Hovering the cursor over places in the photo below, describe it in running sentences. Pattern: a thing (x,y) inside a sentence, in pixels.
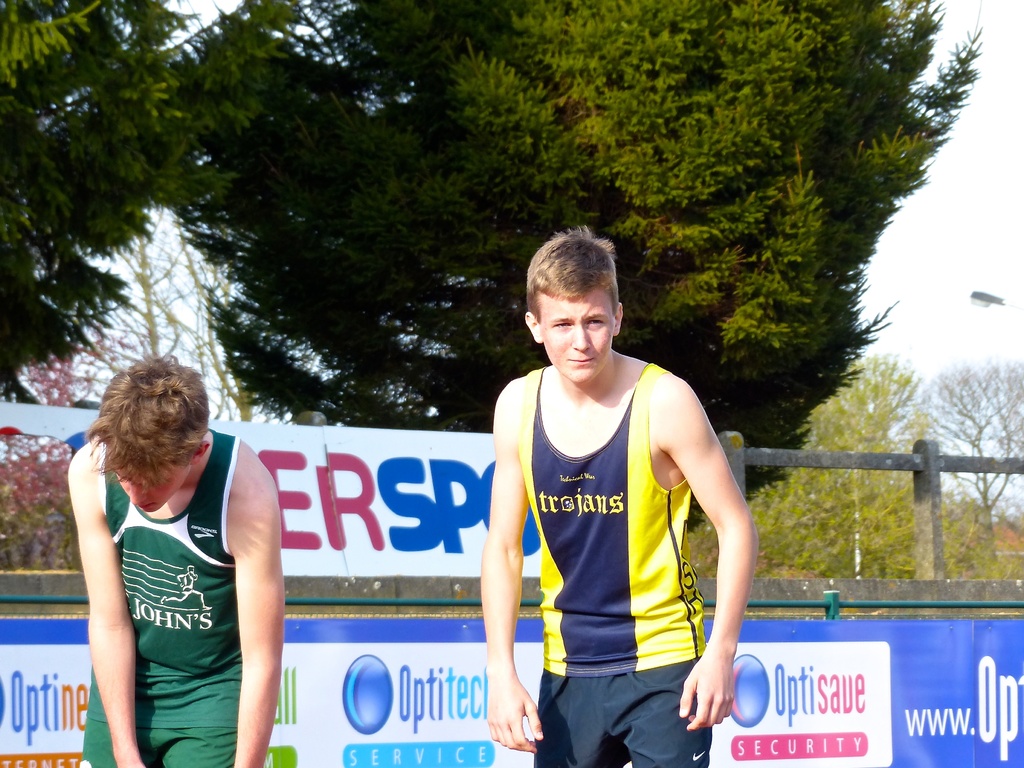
In this picture we can see two boys (562,579) standing, banners (367,514), fence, trees (654,313) and in the background (980,148) we can see the sky (935,221).
